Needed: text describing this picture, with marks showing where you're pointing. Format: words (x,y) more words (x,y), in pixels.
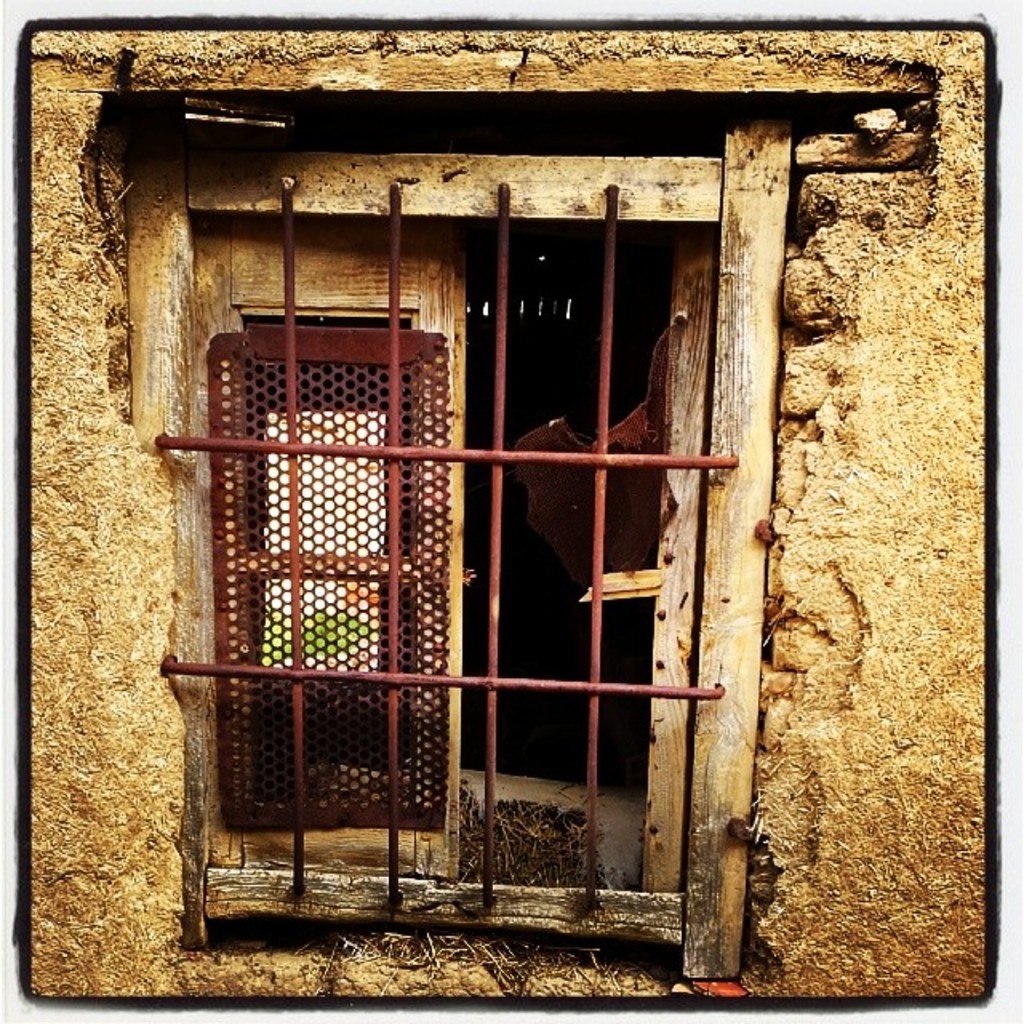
In this image we can see the wall (64,119), and a window (536,476), also we can see a iron grill (606,375).
